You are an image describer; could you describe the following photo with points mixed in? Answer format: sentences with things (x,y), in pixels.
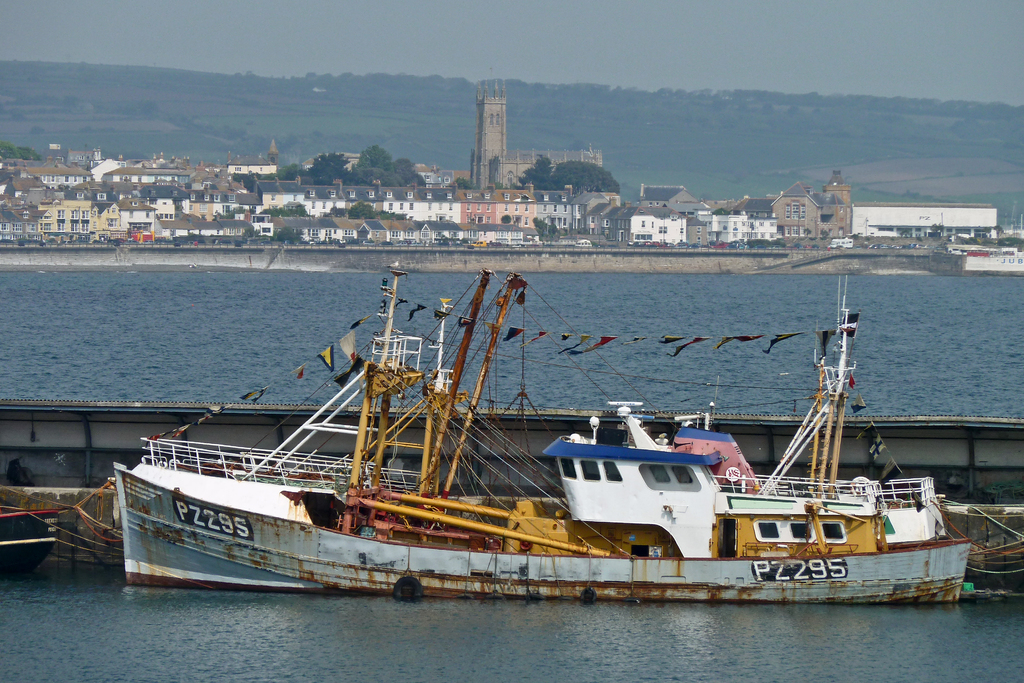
In this image I can see a boat (503,511) on the water (322,676). In the background (305,222) there are some buildings (312,194) and trees (344,164). On the top of the image (698,25) I can see the sky (625,10).
